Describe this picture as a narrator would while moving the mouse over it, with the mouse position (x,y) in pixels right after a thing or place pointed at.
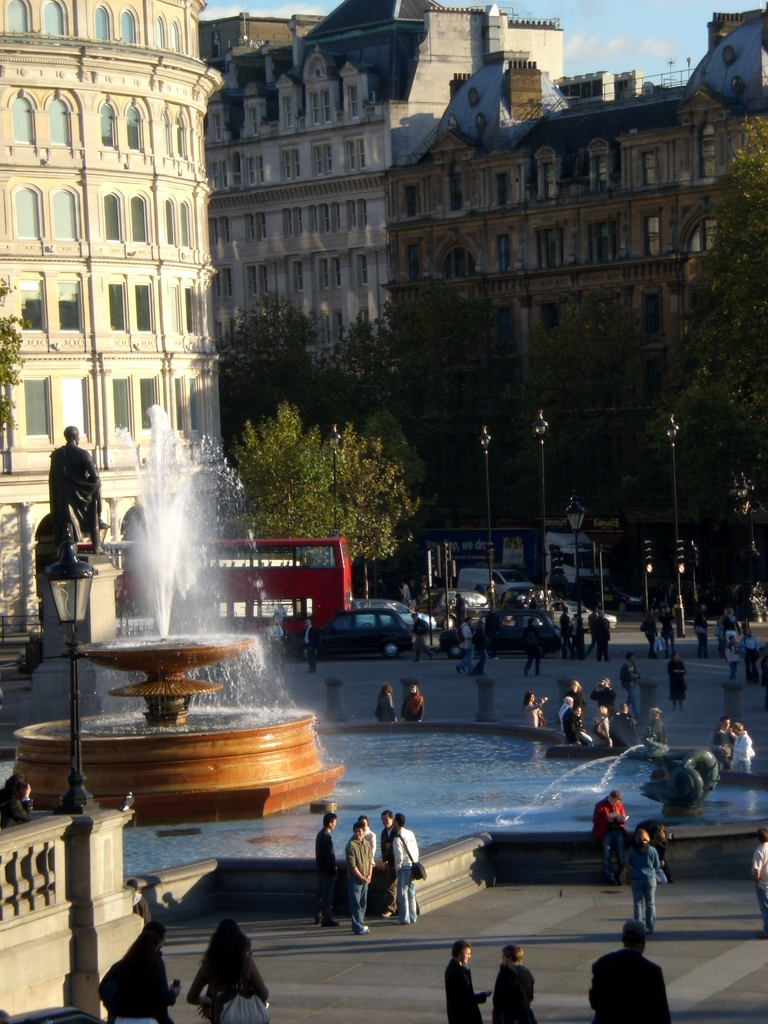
In this image, I can see the buildings (355,215) with the windows (328,233). These are the trees (592,421). I can see groups of people (360,893) standing and walking. These are the vehicles (370,611) on the road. This is a water fountain (199,805). I can see a sculpture (102,541) on a pillar (106,570). I think these are the street lights (64,590).
